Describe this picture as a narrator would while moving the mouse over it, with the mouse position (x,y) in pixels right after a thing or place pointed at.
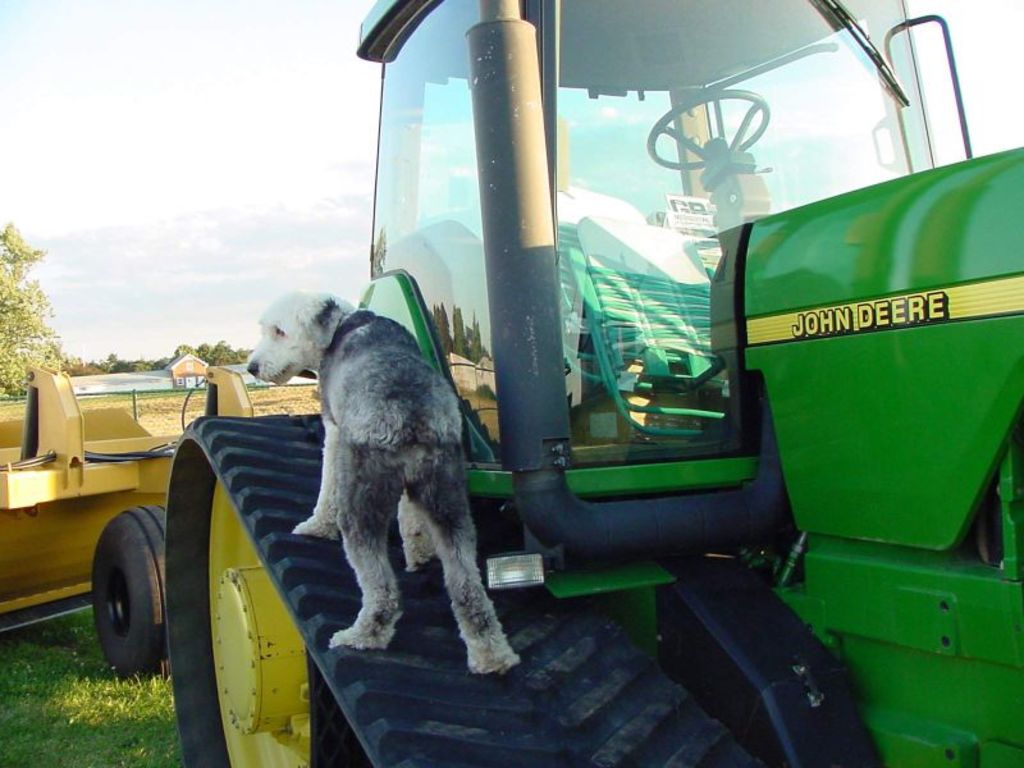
In the image there is a vehicle (647,535) in the foreground (617,625) and there is a dog (285,352) standing on the wheel (317,499) of the vehicle (287,466), in the background (163,361) there is a house (182,379), an open land (17,402) and trees (22,309).
